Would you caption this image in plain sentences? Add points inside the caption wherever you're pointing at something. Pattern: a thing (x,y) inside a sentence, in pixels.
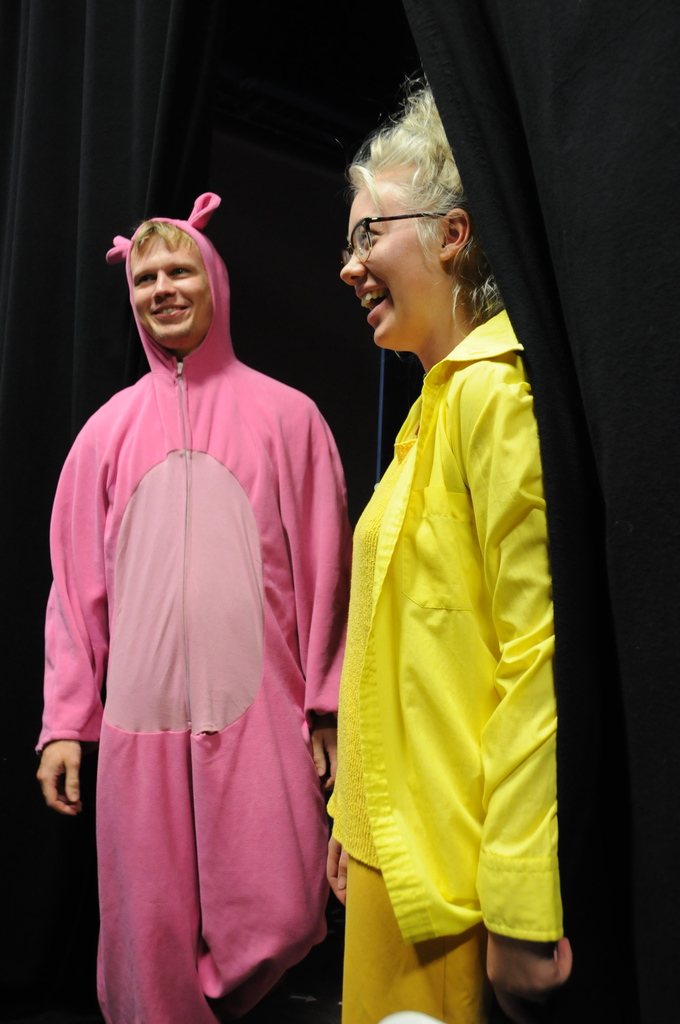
In this picture there is a man (169,539) with pink dress (174,447) is standing and smiling and there is a woman (506,477) with yellow dress (486,665) is standing and smiling and there are black curtains (569,143).
